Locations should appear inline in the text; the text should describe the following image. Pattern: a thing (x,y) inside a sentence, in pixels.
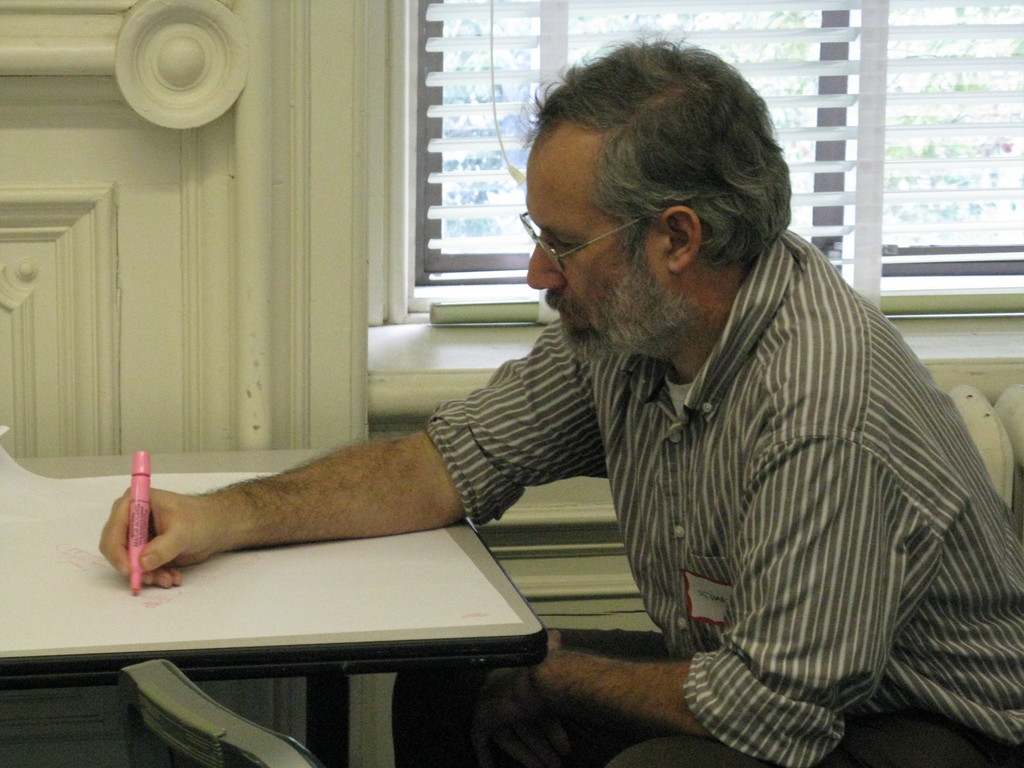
A man (713,299) wearing specs (608,237) is holding a marker (147,502) and drawing on a paper (220,593). There is a table (397,666) in front of him. In the background (237,188) there is a wooden wall (235,163) and window (884,105).
